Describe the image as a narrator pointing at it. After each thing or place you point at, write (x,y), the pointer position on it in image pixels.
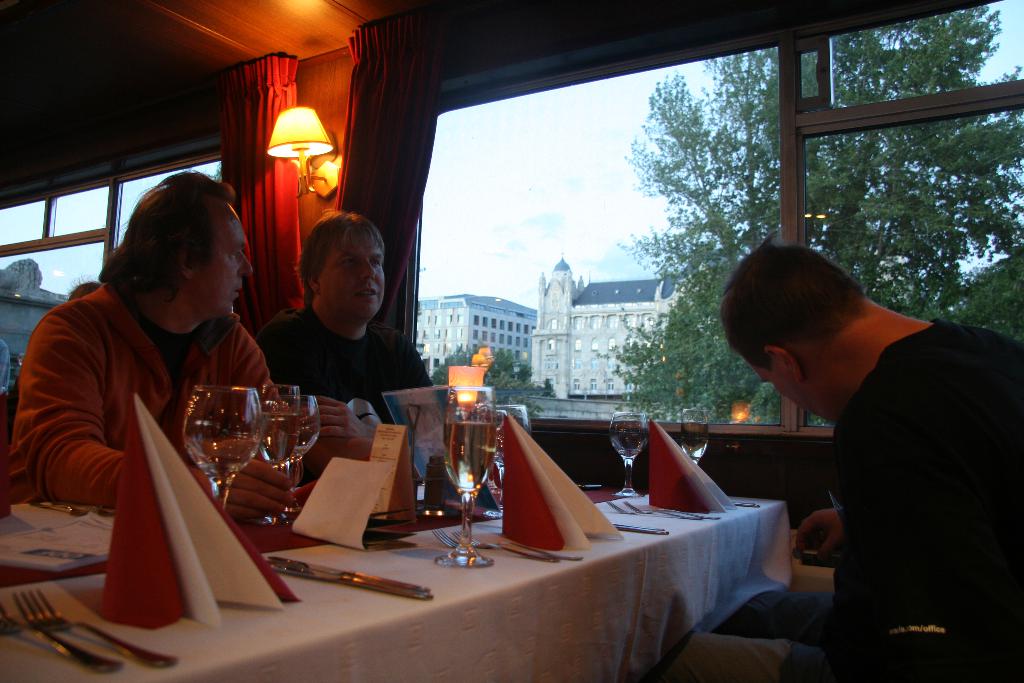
In this image there are three persons (881,449) sitting before a table (133,664). On table (737,507) there are glasses (457,559), napkins (276,588), forks (23,614) and knife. There is a window (436,157) beside them from which buildings (467,328), trees (656,261), and sky (504,129) are visible. To the wall (316,88) there is a light (275,146) fixed to it.
